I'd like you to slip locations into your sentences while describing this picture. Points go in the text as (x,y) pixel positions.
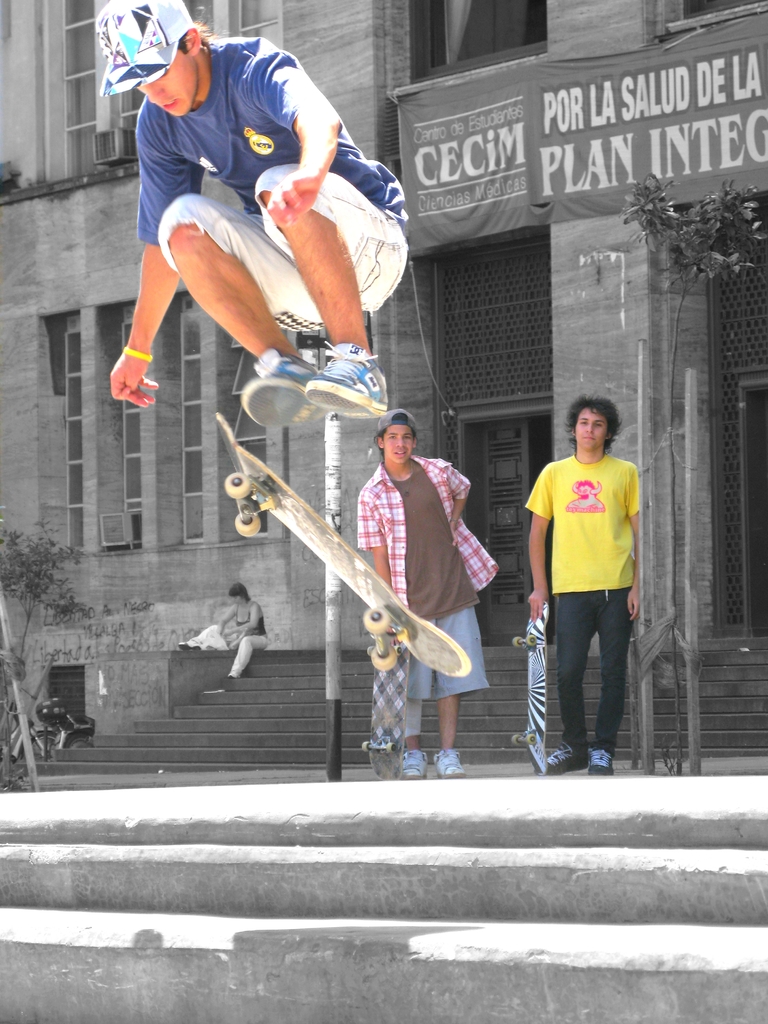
In this image there is a man (263,379) performing stunt on skateboard (366,611). In the background (440,510) there are persons (536,545) standing and holding skateboard (545,680) and there is a person (232,630) sitting and there are steps (350,688) and there is a building (472,362), on the building (468,243) there is a banner (558,171) with some text (625,158) written on it and there are plants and there is a vehicle (71,734).
